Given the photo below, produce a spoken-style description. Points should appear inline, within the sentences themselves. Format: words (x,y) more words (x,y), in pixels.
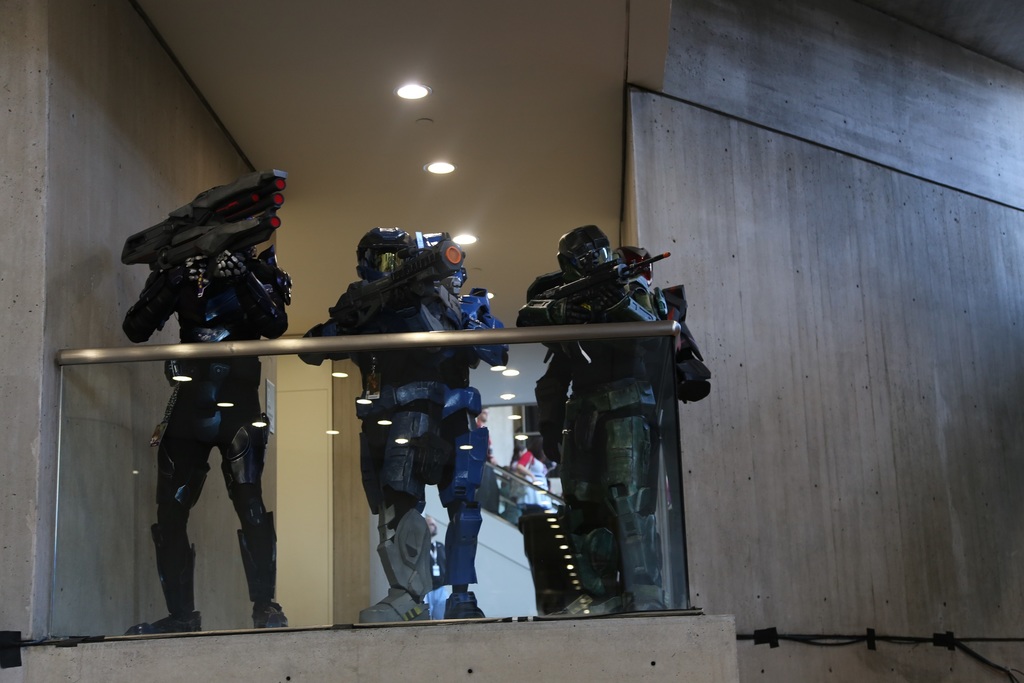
In this image there are three persons (461,572) holding gun (205,237), there is a white roof (486,206) with lights (445,166), to the left of the image (103,224) there is a wall (83,280), towards the right of the image (893,396) there is a wall (853,342), there are persons (514,468) in the background (525,451).
